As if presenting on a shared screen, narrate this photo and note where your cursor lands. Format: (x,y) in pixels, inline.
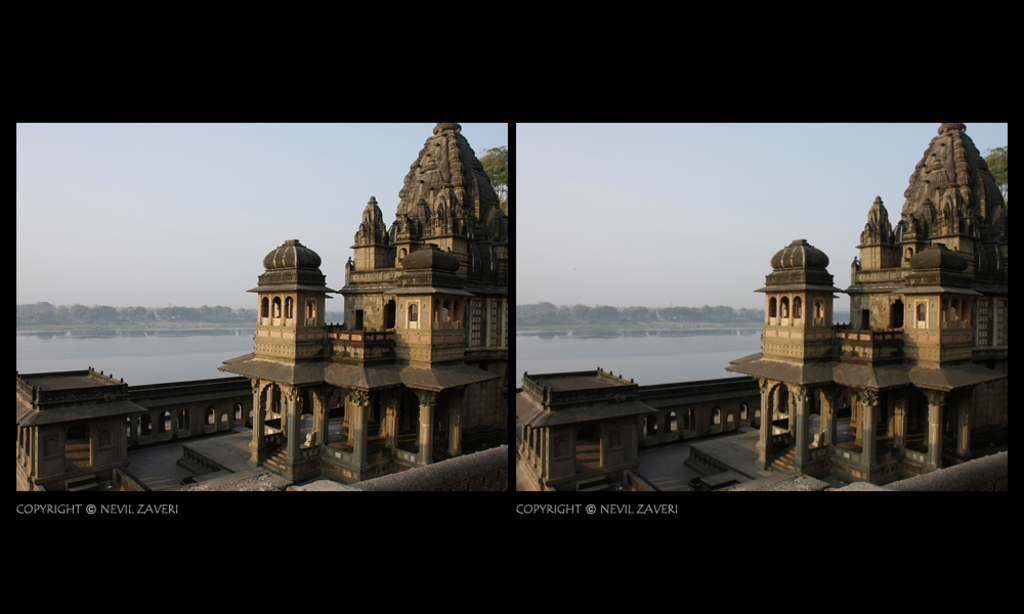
In this picture there is a temple (812,268) on the right side of the image (928,300), it seems to be a collage of temple (408,368).
